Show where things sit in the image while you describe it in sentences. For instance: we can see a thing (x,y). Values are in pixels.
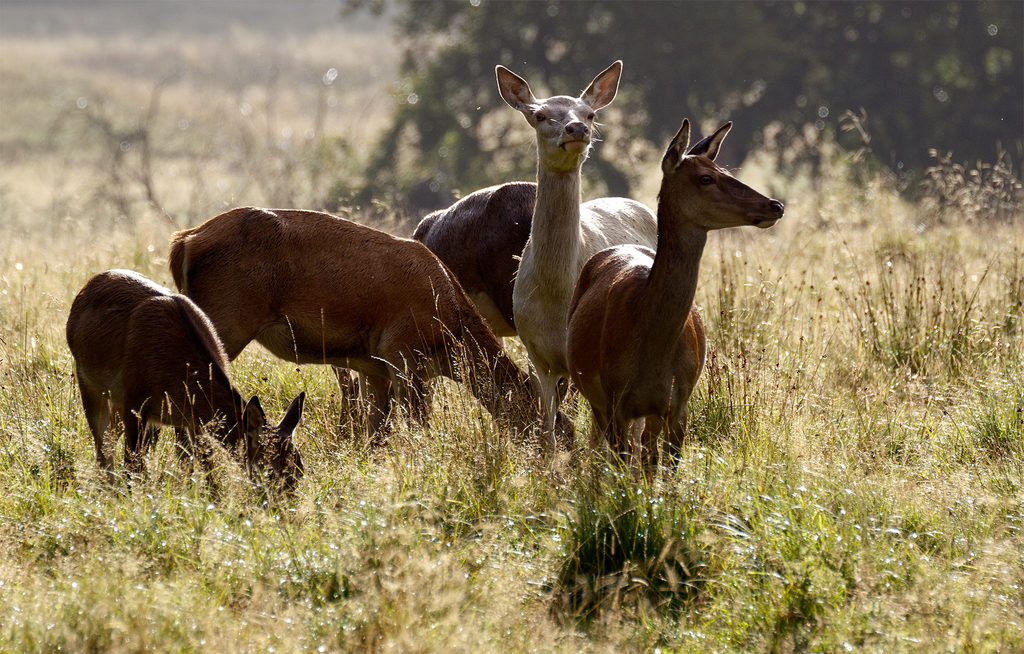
In this image there are five deers (299,283) present in the grass (501,602). There is also a tree (825,60) in the top (756,53).
